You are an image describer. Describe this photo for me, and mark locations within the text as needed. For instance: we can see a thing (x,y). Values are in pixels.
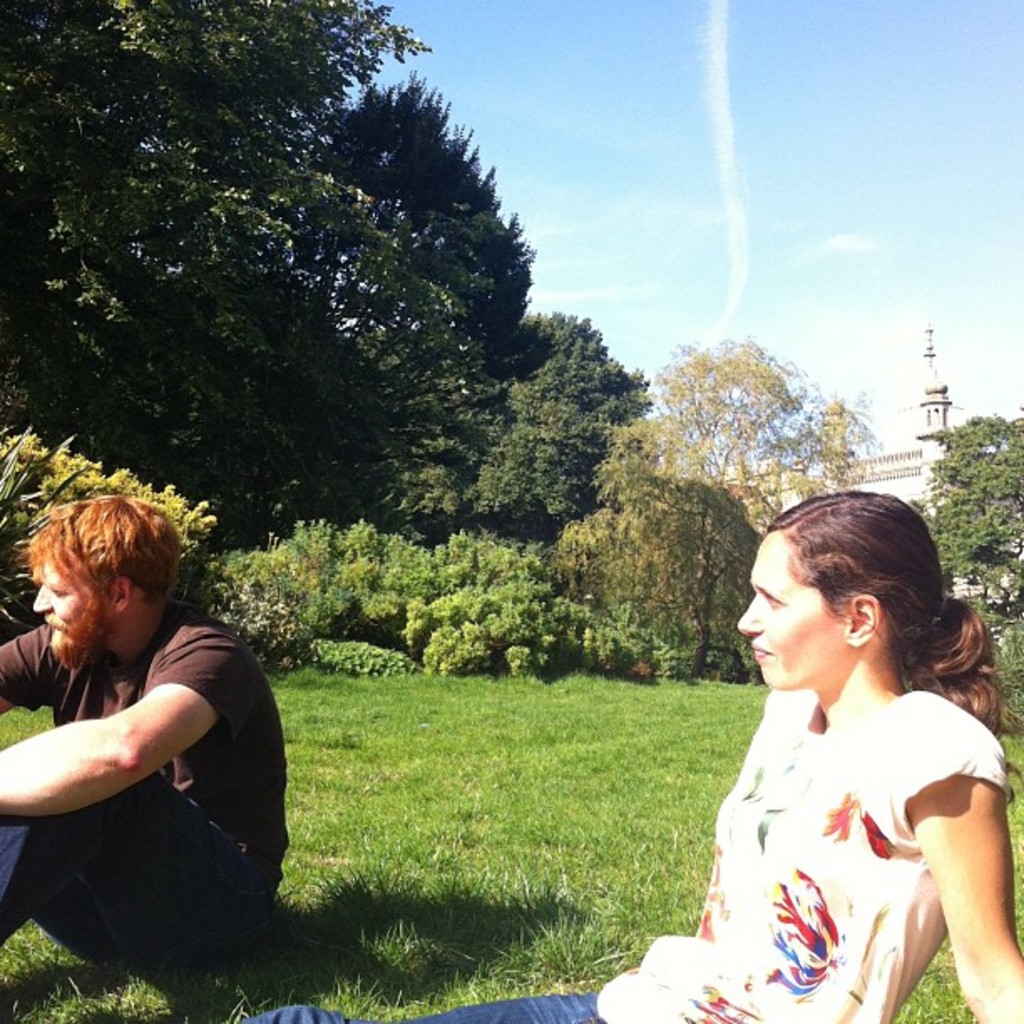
In the picture we can see a woman (977,877) and a man (113,634) sitting on the grass surface (18,983) and behind them, we can see plants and trees (754,549) and in the background (889,480), we can see a part of the historical building (863,473) and sky (751,270) with clouds (713,126).
